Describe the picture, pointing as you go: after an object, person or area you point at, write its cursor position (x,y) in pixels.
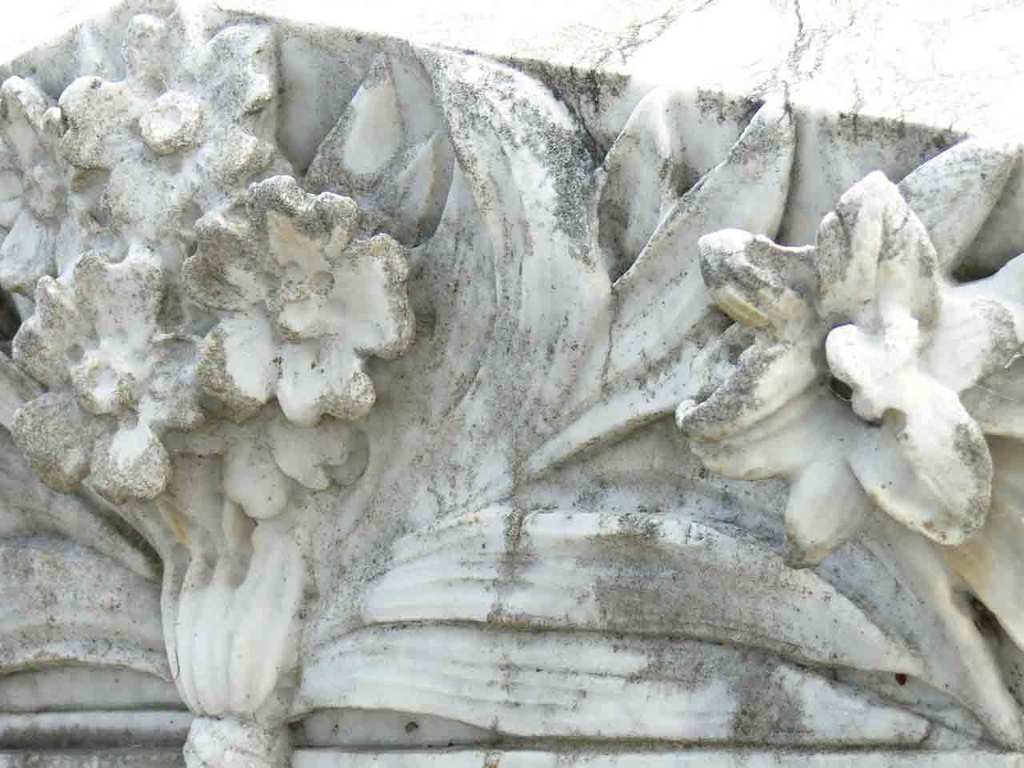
There is a stone carving (467,194).
